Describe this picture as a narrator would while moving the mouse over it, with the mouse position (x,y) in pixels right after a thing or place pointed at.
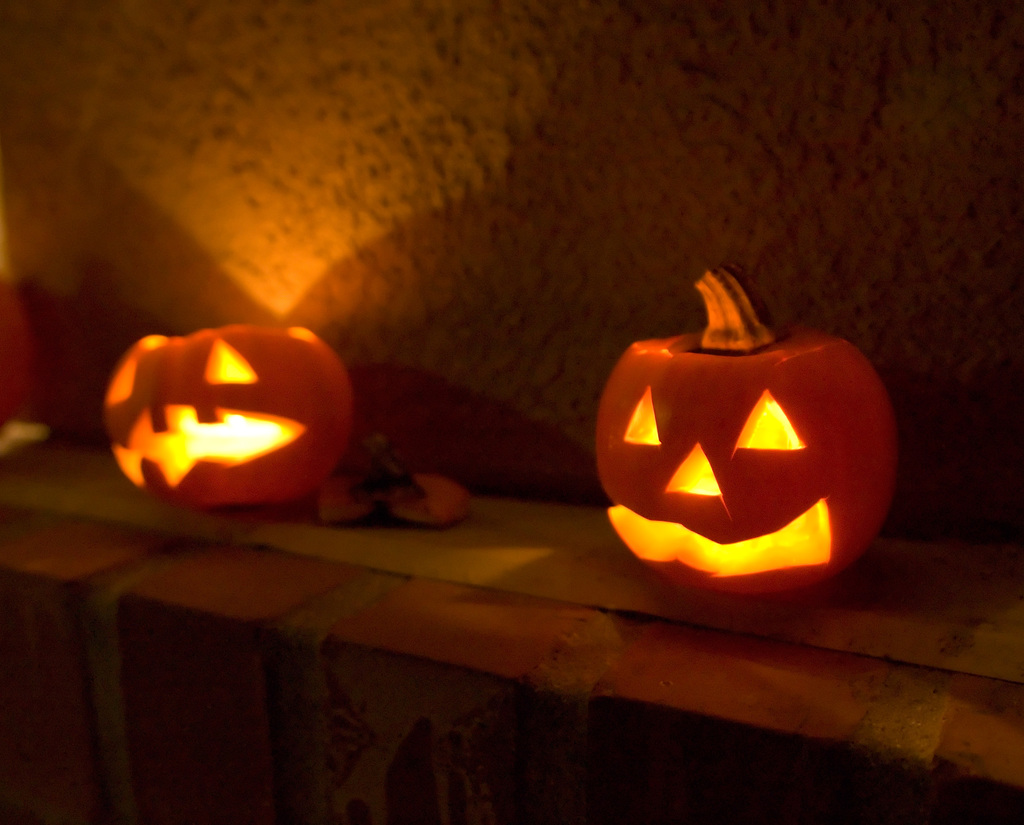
In this image we can see pumpkins (652,512) with lights (192,454) on the wall (442,590). In the background of the image (469,167) there is wall (538,92).
